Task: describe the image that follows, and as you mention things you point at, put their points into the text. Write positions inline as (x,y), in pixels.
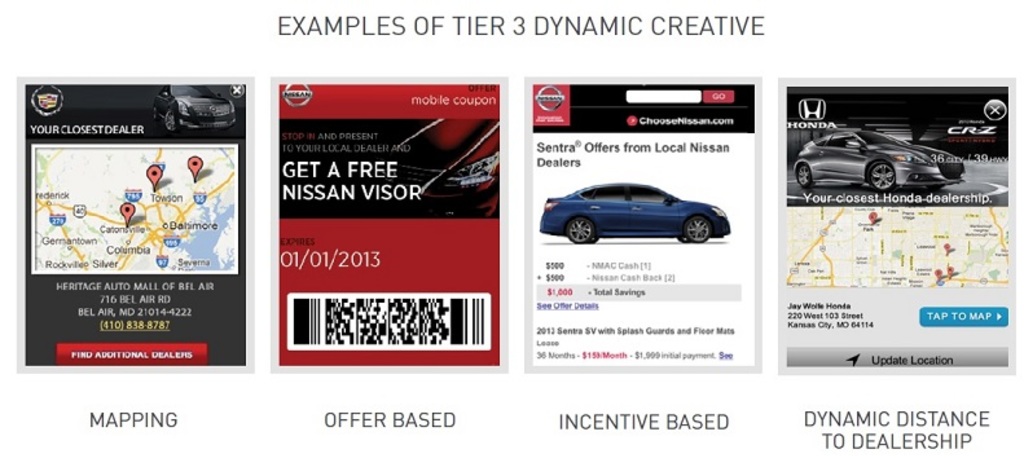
In the image there is a screenshot (67,113) with four images (308,230) with cars (671,218) on the right side (878,169) and a bar code (386,323) in the middle (418,300) and a map (91,230) on the left side (118,245).
